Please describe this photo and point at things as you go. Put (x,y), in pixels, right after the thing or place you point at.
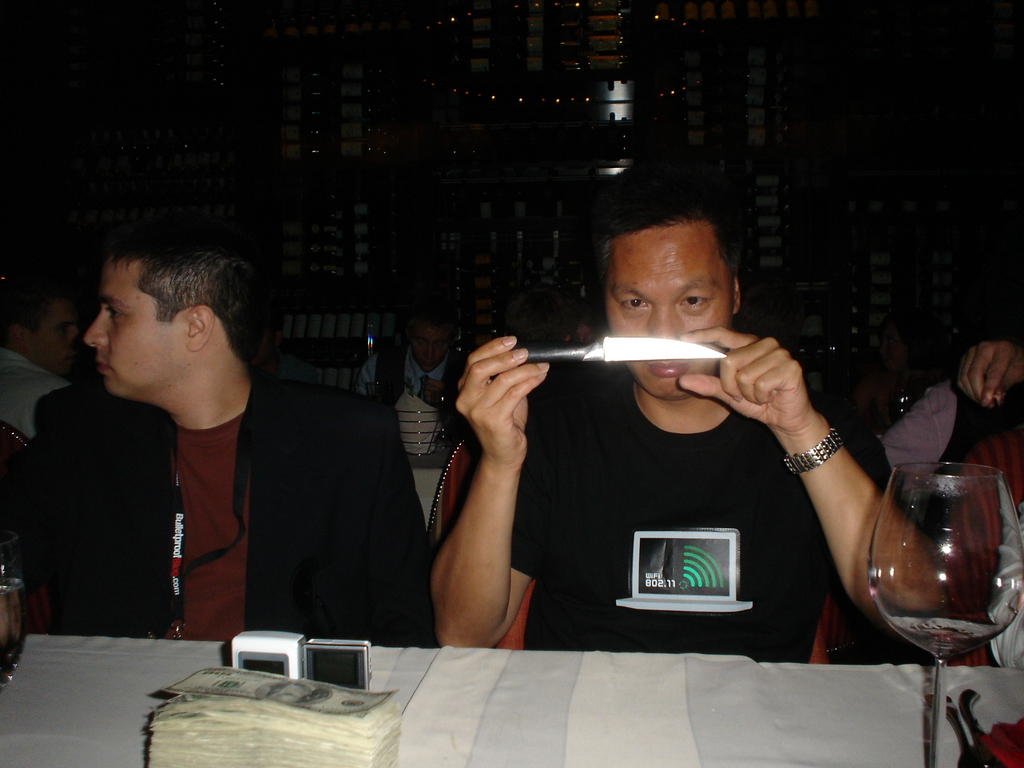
In this image we can see people (325,408) sitting on chairs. There is a person (778,475) wearing watch (806,452). He is holding a knife (600,357). In front of him there is a table (119,691). On the table (663,726) we can see glass (961,600), currency (347,721) and few other objects (345,675). In the background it is dark.
